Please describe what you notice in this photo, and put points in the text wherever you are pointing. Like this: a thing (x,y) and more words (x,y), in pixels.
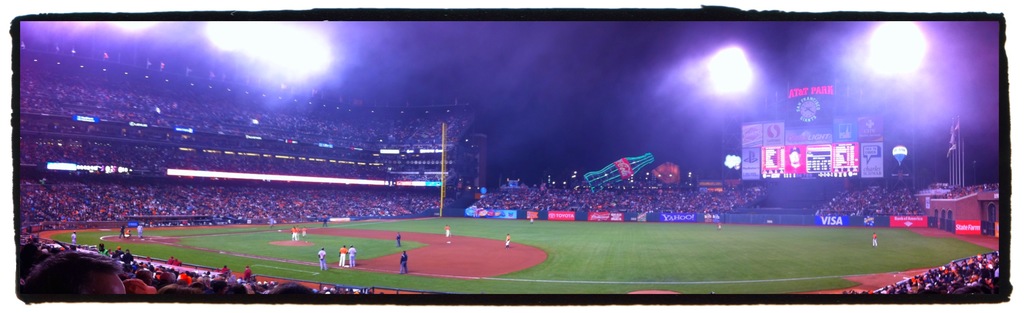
In this picture there is a stadium (512,235), where we can see, people (366,127), flags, scoreboard (818,167), posters (784,144) and light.
